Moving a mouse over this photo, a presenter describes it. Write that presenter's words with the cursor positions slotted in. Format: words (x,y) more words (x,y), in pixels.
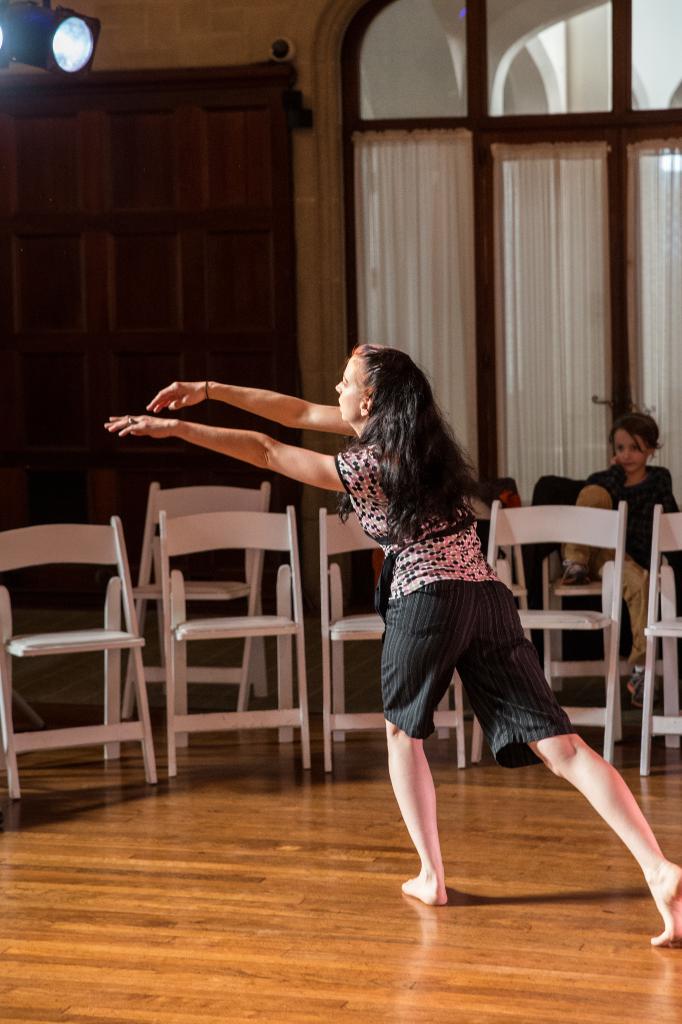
This woman (472,555) is dancing, as there is a movement in her hands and legs (571,768). We can able to see chairs (133,592). On top (70,40) there is a focusing light (58,49). This child (620,455) is sitting on a chair (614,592). This is door (163,284). This is a window (469,297) with curtain (511,297).
